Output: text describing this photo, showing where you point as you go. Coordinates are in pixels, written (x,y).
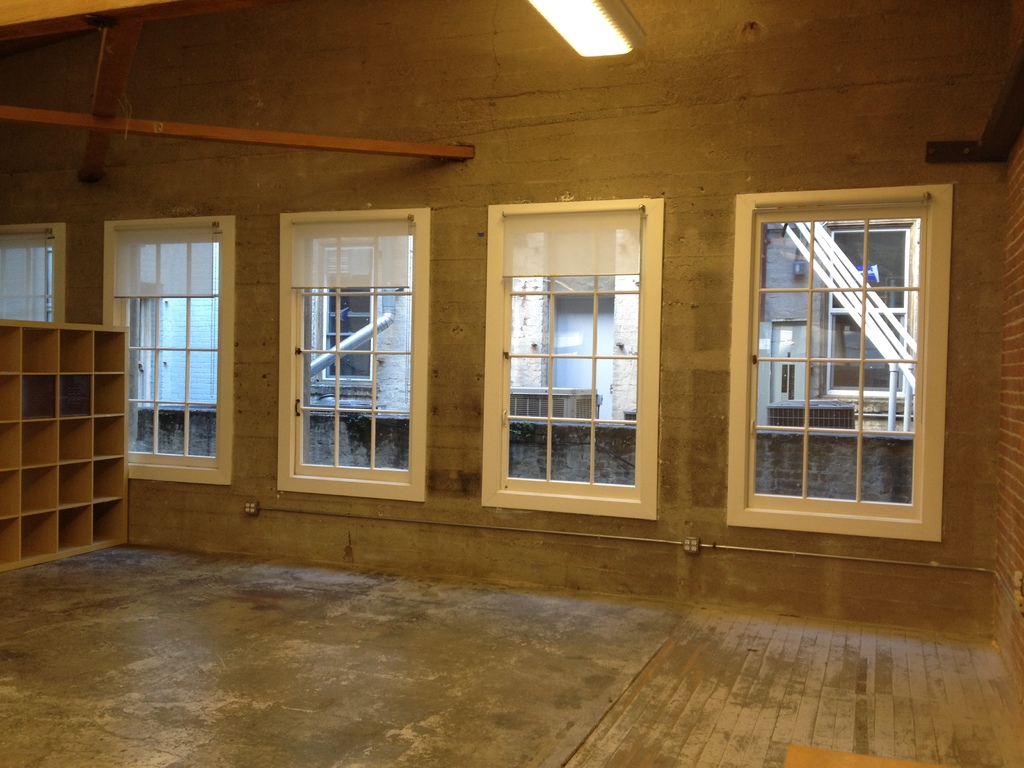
This is the picture of a room (721,525). On the left side of the image (57,330) there is a shelf (124,413). At the back (598,441) there are windows (917,409), behind the windows (317,473) there is a building (774,243). At the top (126,60) there is a light (541,3) and there are rods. At the bottom (223,755) there is a floor (458,619).
